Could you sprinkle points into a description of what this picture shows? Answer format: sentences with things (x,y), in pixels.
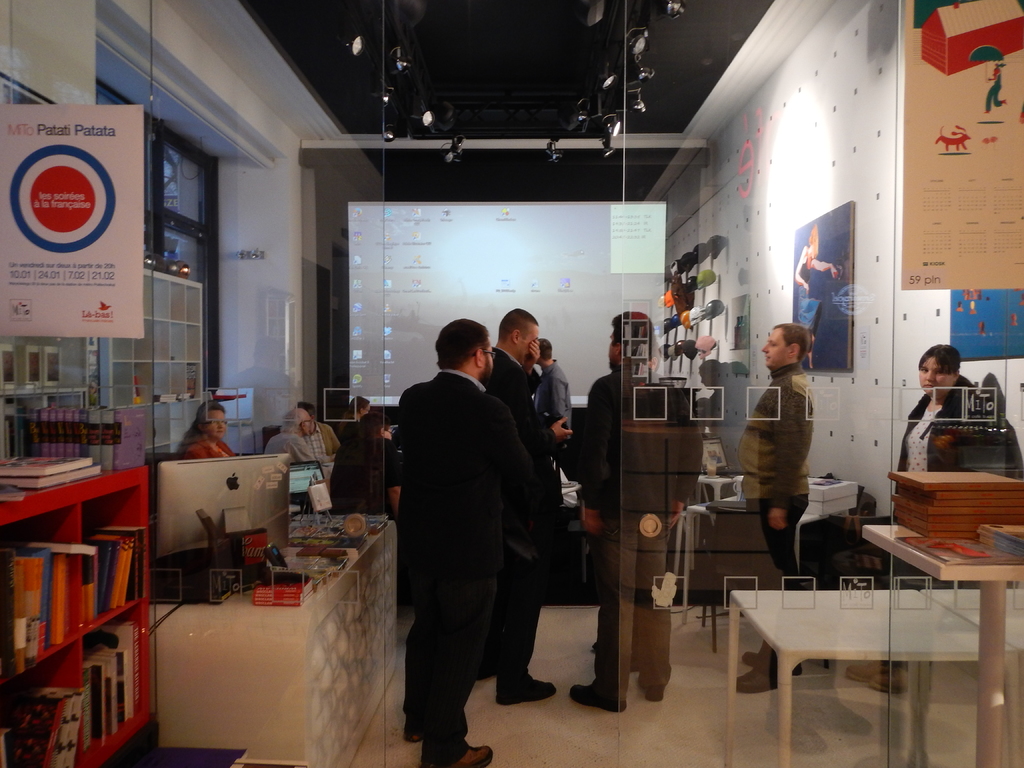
In this image I see few people (291,416), In which few of them are standing and rest of them are sitting. I can also see there is a table (189,630) on which, there is a screen (170,492) and few things (175,573) on it and there is a rack (46,502) which is full of books (32,556). In the background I can see the screen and the lights (651,69).
